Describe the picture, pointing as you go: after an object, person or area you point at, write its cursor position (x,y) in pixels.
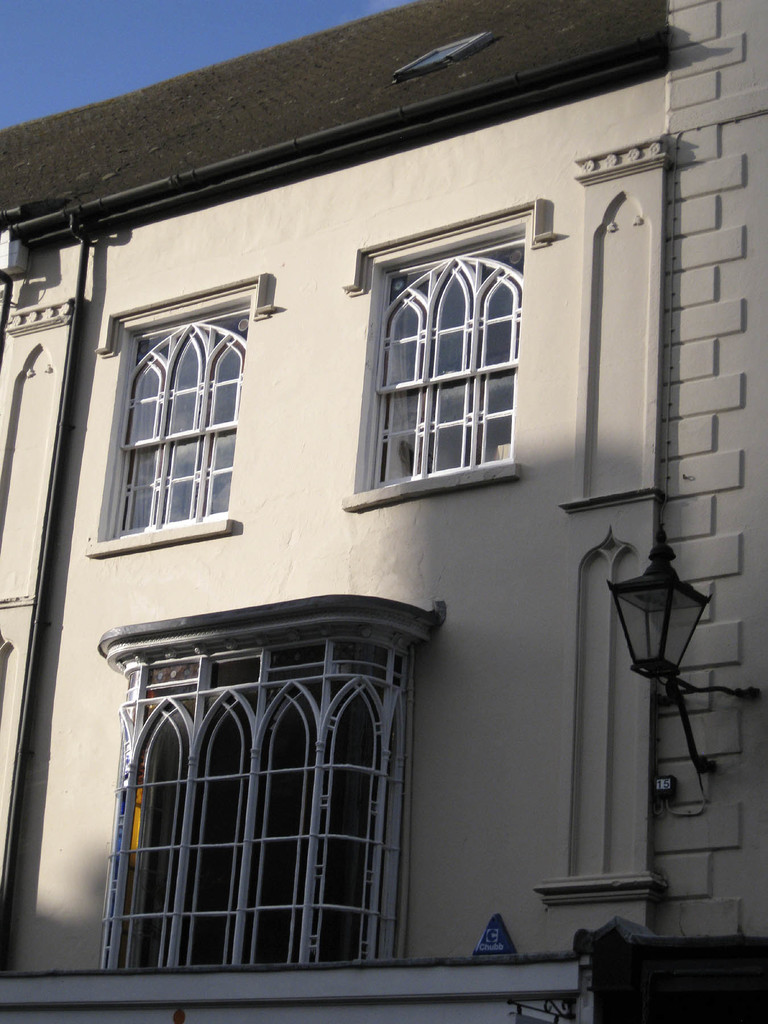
In this image there is a building (296,407) with windows (233,698) and a lamp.
